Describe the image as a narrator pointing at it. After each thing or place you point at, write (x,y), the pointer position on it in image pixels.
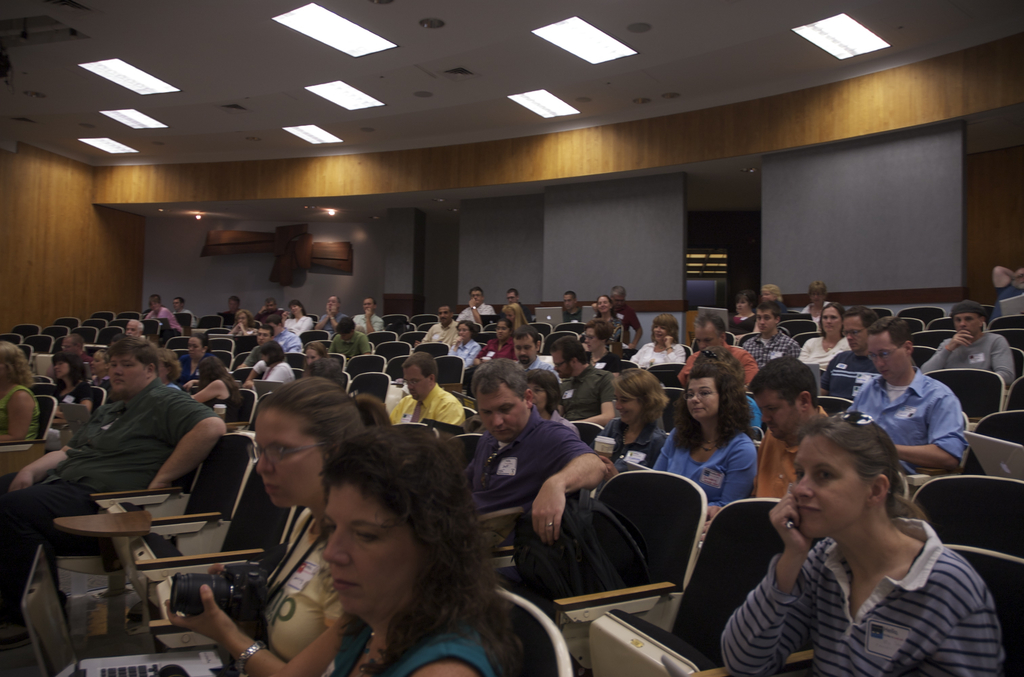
In the image few people (479,355) are sitting on the chairs (428,320). Behind them there is a wall (387,189). At the top of the image (513,17) there is a roof (931,42) and lights (93,69).
